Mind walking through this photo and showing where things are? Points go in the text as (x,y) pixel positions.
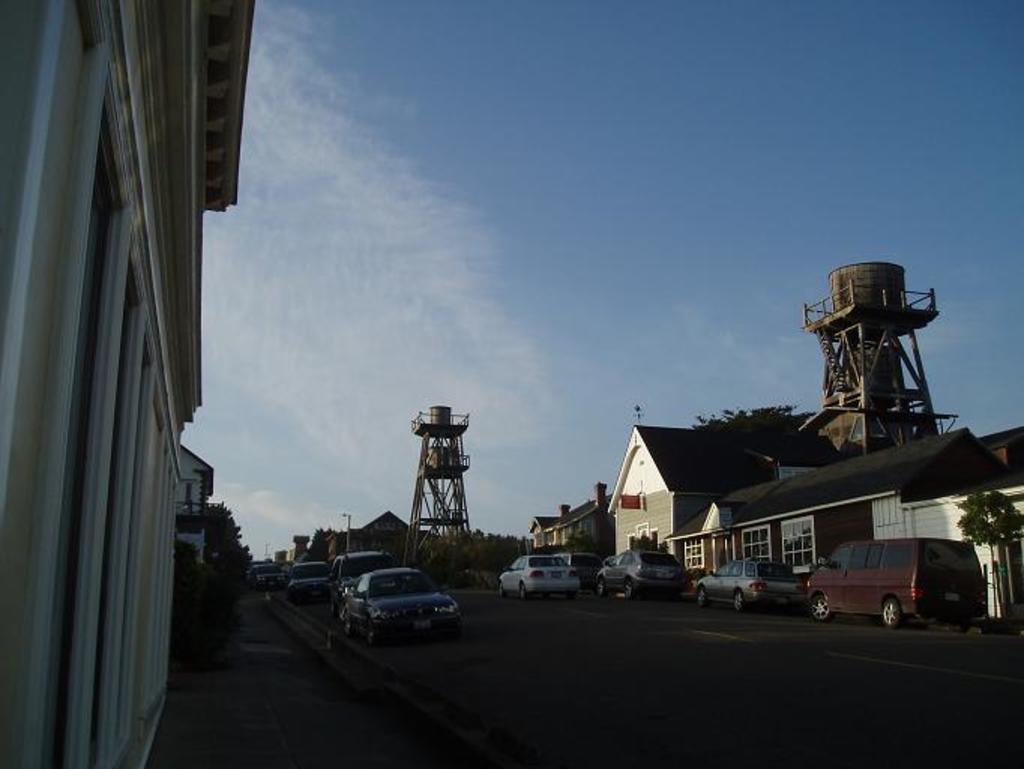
In this image I can see a road (560,687) in the centre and on it I can see number of cars (569,560). On the both sides of the road (777,756) I can see number of buildings (299,554), number of trees (221,521) and few plants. In the background (918,418) I can see two water towers (885,374), few poles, few street lights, clouds (453,394) and the sky (522,274).
